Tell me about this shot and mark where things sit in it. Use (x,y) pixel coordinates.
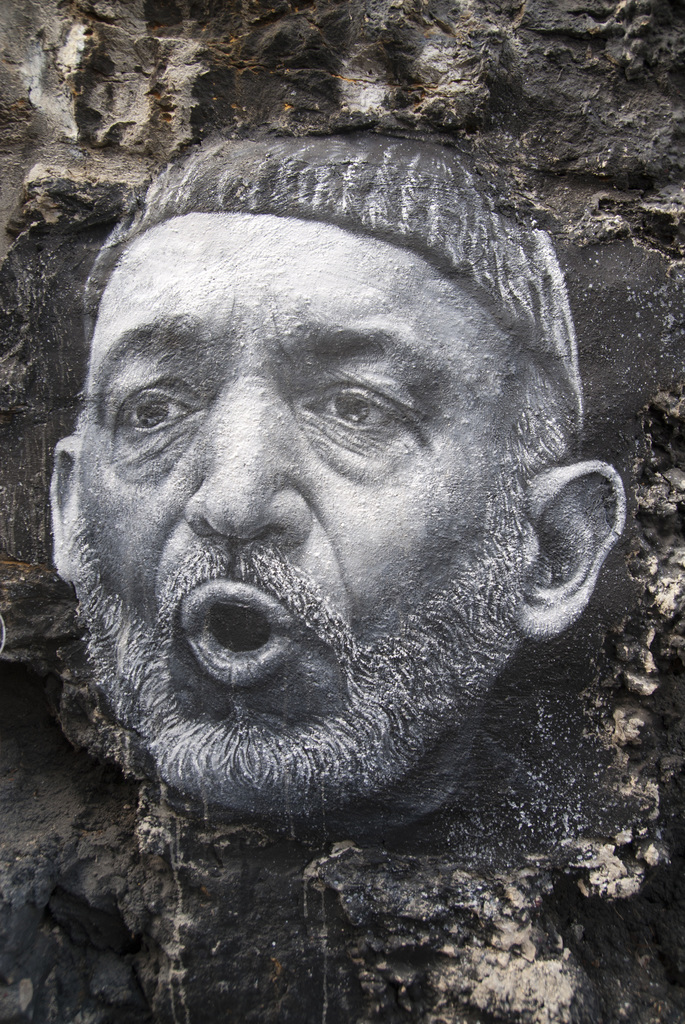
In this image we can see a painting (229,390) of a person's face (362,466) on the wall (490,69).
